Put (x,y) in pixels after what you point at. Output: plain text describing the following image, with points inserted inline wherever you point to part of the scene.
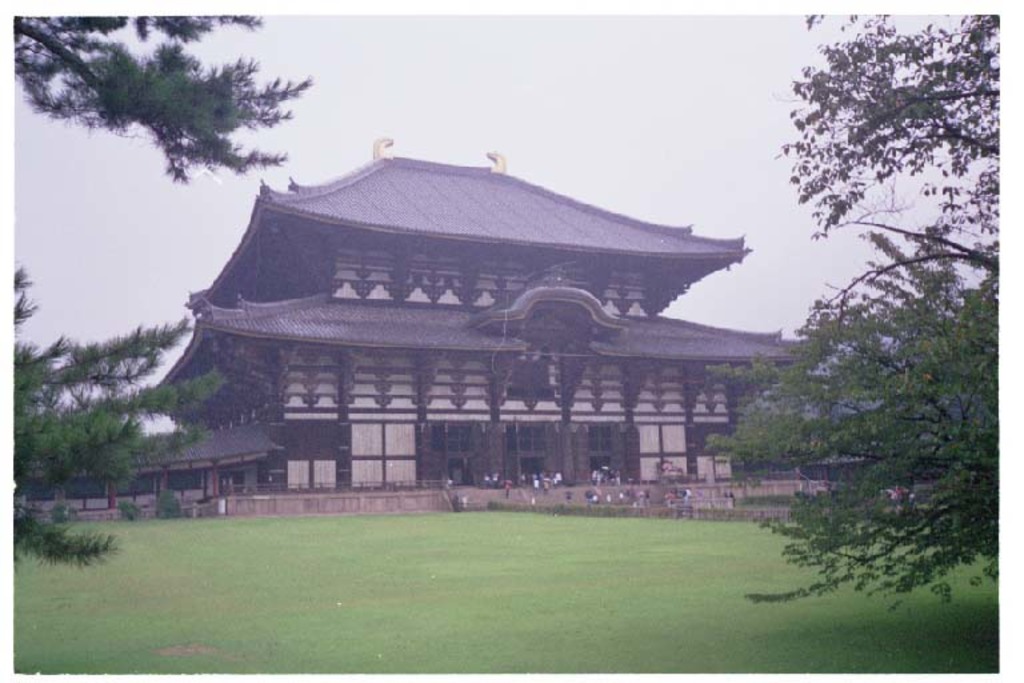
In this picture, there is a building (426,254) with roof tiles (430,334) and pillars (488,448). Before the building (504,459) there are people (600,475). At the bottom (367,596), there is grass (290,544). Towards the left (113,389) and right there are trees (873,432). On the top (679,100), there is a sky (686,126).
